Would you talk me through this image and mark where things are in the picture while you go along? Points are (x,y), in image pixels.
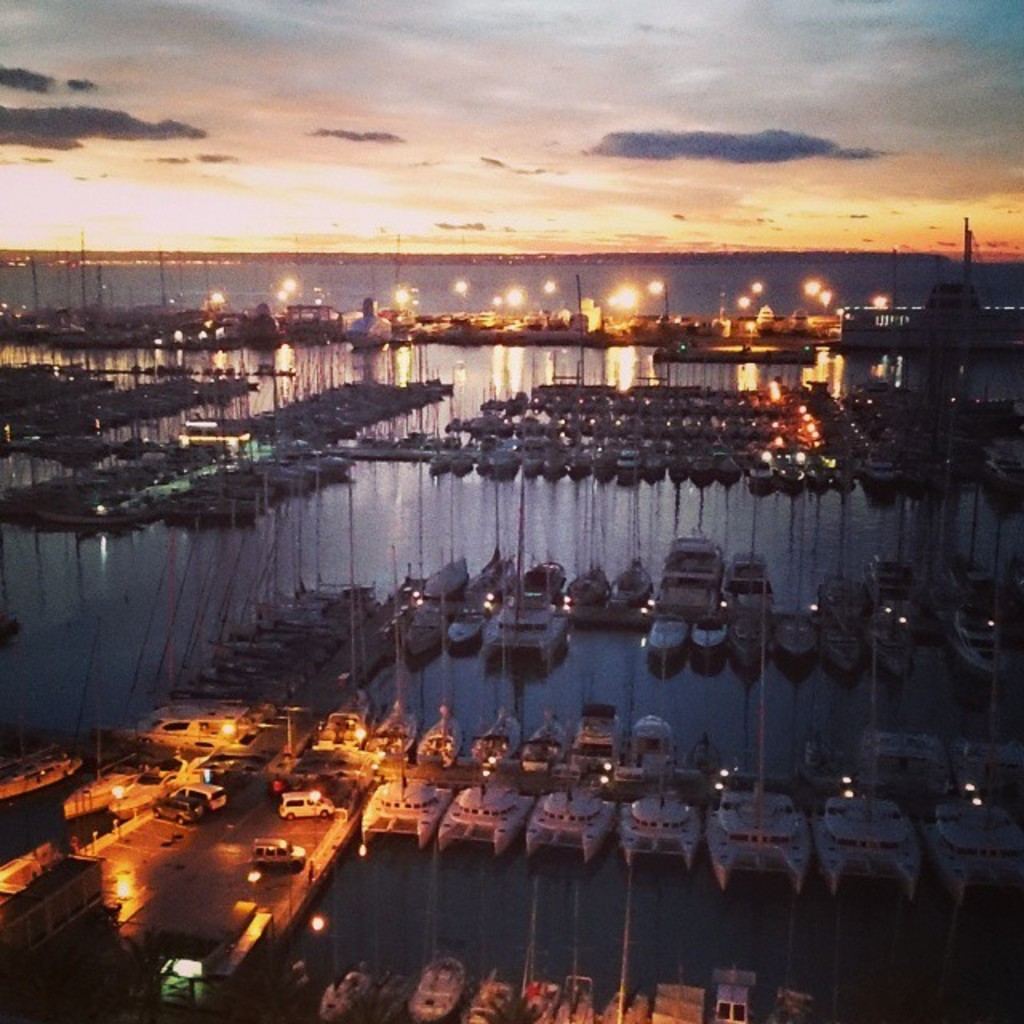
In this image we can see some ships (841,837) and boats (596,601) placed in water (218,544). On the left side of the image (182,795) we can see group of vehicles (269,850) parked on the road (192,848), some lights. In the background (769,205), we can see cloudy sky (460,119).
